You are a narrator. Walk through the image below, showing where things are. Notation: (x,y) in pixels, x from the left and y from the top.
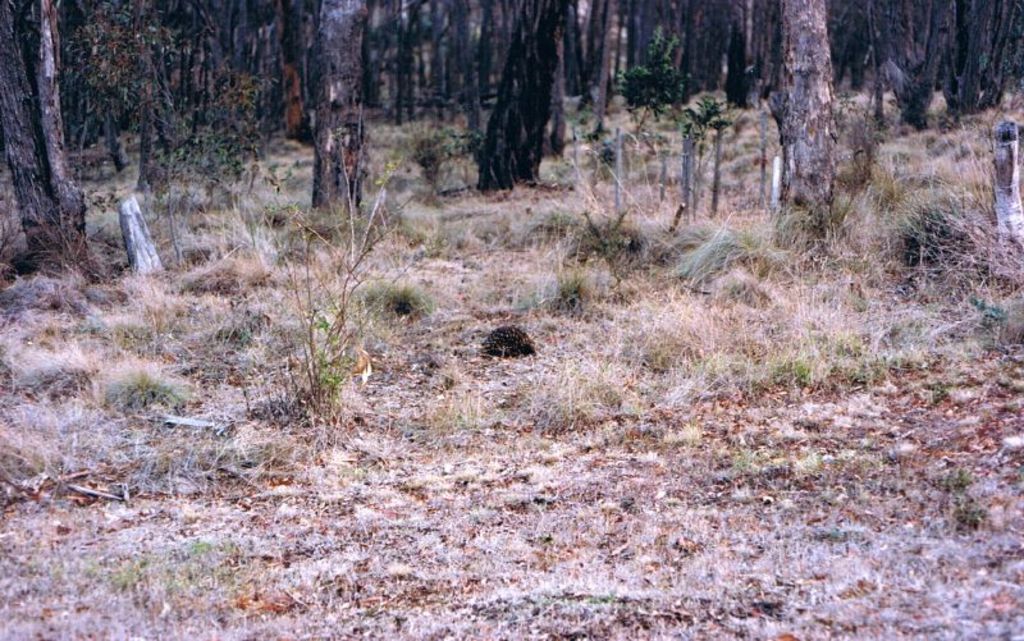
As we can see in the image there is dry grass (622,413) and trees (137,110).
